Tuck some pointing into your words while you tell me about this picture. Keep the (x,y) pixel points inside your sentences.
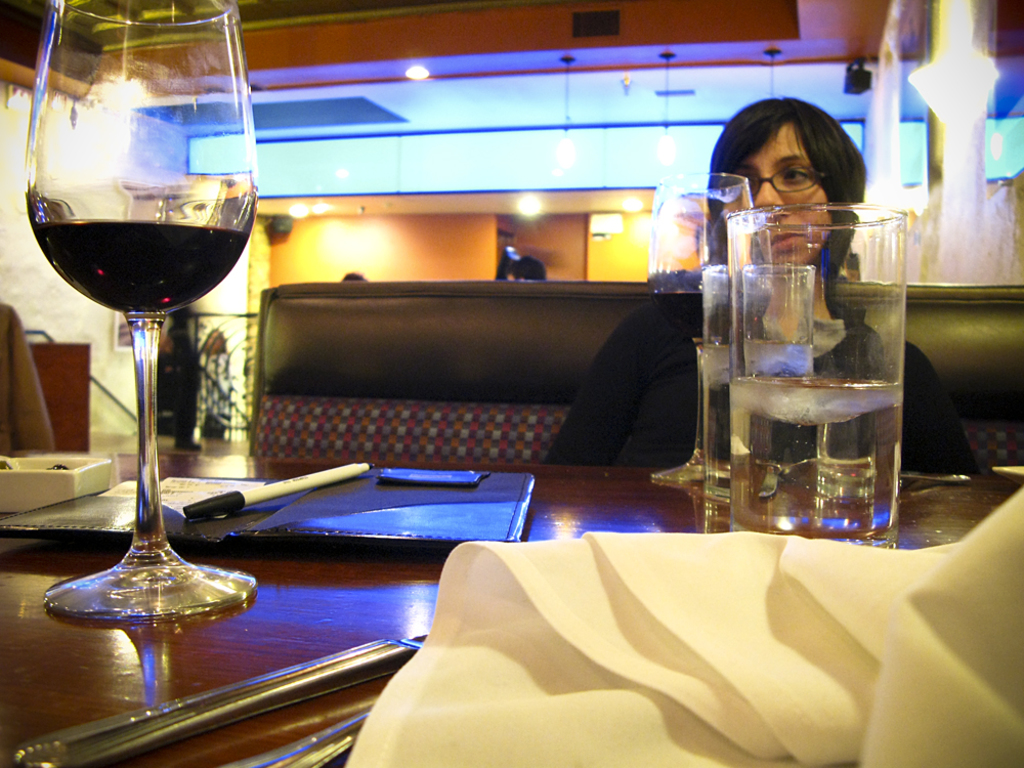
A woman (686,418) is sitting on the sofa (402,440). There is a wine glass (184,288) at the left (208,291). At the top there is a light (422,73).
